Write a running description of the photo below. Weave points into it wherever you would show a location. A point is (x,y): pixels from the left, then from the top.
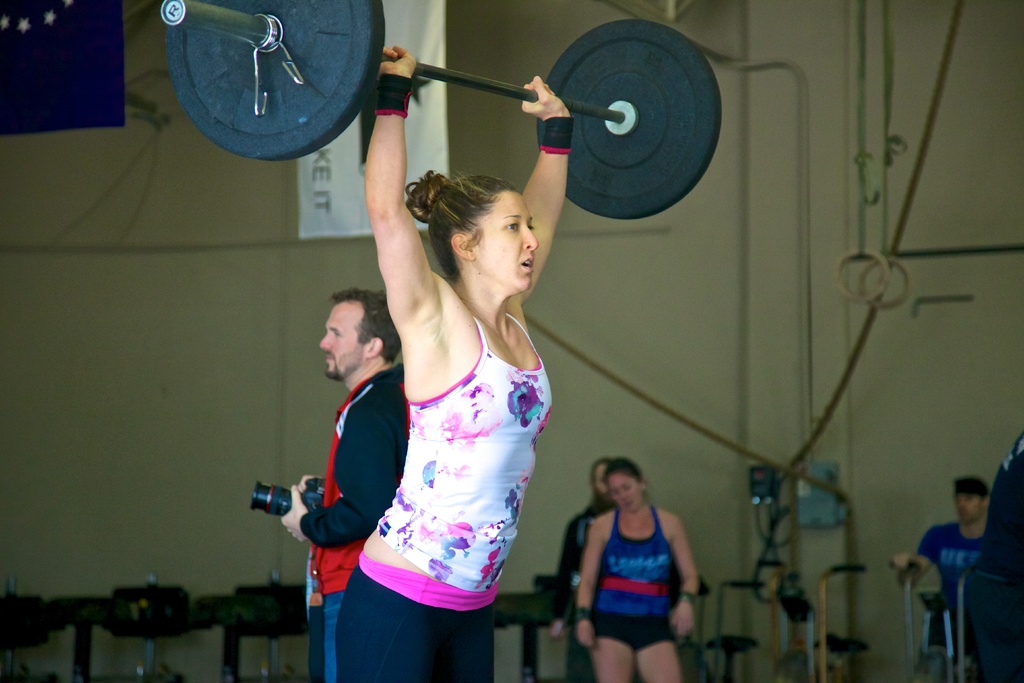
In the foreground of the picture (454,337) there is a woman (466,296) lifting weights (336,79). In the background (646,553) there are people (654,542) and gym equipment (98,622). Behind the woman (430,437) there is a person (337,497) holding camera (313,491). The background (122,152) is blurred.
